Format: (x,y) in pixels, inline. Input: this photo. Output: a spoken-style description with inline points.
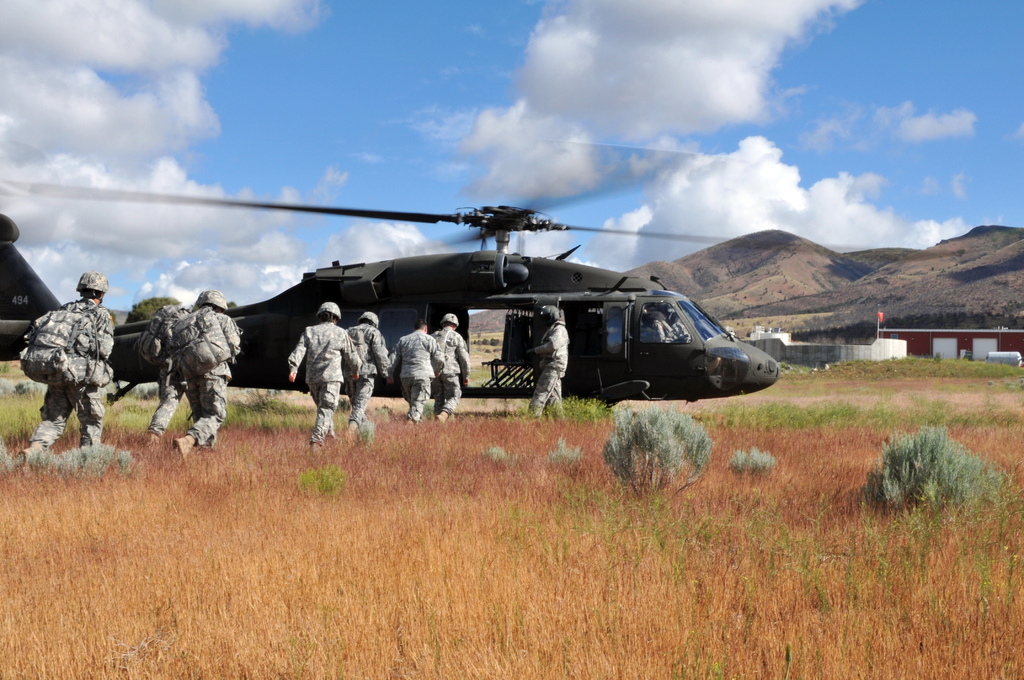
In this image I can see the grass (388,551) which is brown and pink in color and few plants (615,452) which are green in color. I can see few persons (442,409) wearing uniform (340,382), bags (202,368) and helmets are standing. I can see a black colored helicopter (568,316) on the ground (399,446). In the background (943,350) I can see few trees (855,326), a red colored flag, a mountain (847,275), a building (910,337) and the sky (615,111).
